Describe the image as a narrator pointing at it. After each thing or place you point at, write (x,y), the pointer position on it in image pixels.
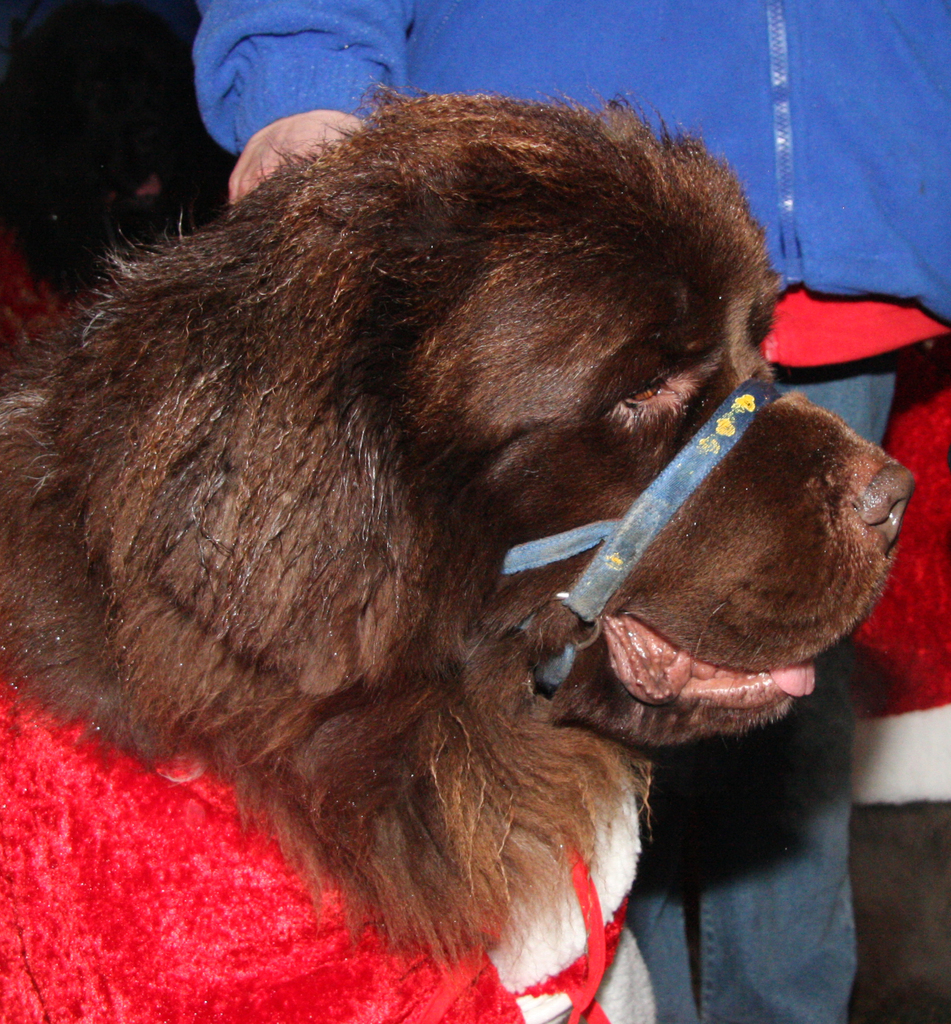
In this picture we can see a dog (280,694) and there is a person (884,408) standing. In the background of the image (192,132) it is dark.
